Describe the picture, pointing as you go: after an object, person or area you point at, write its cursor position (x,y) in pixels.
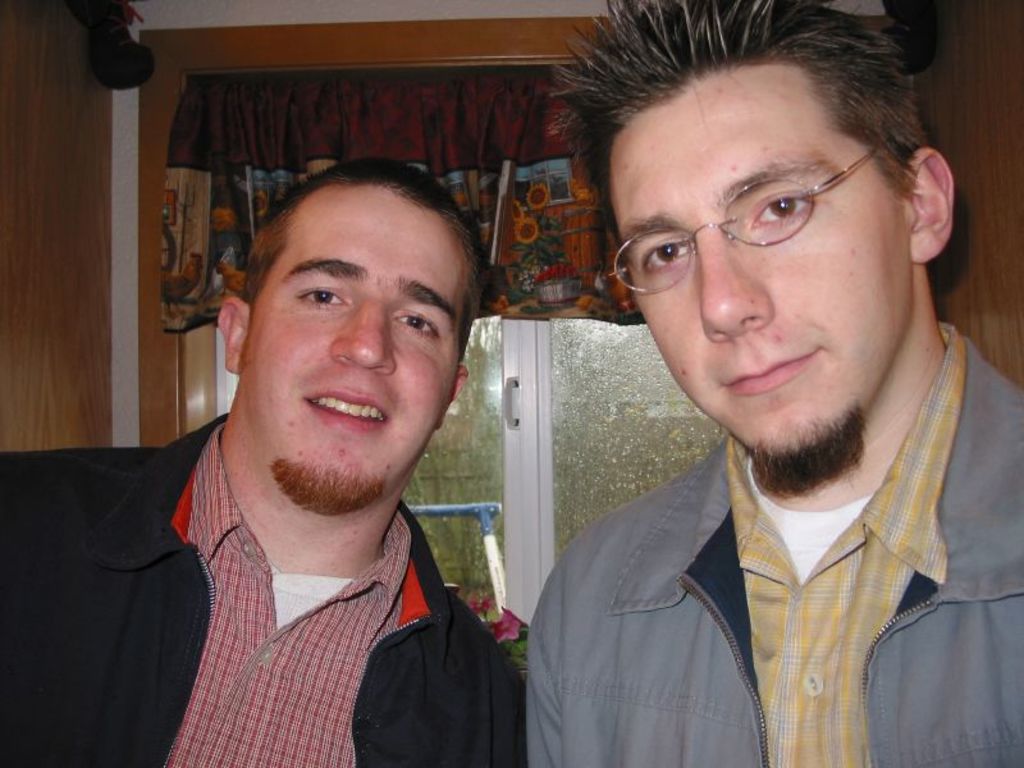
In this picture, we see two men (609,564). Both of them are wearing the jackets (546,662) which are in black and grey color. They are posing for the photo. The man (776,511) on the right side (808,327) is wearing the spectacles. Behind them, we see a window (481,403) and a cloth (295,108) in brown and yellow color. On the left side (91,167), we see a wooden wall (100,304).
